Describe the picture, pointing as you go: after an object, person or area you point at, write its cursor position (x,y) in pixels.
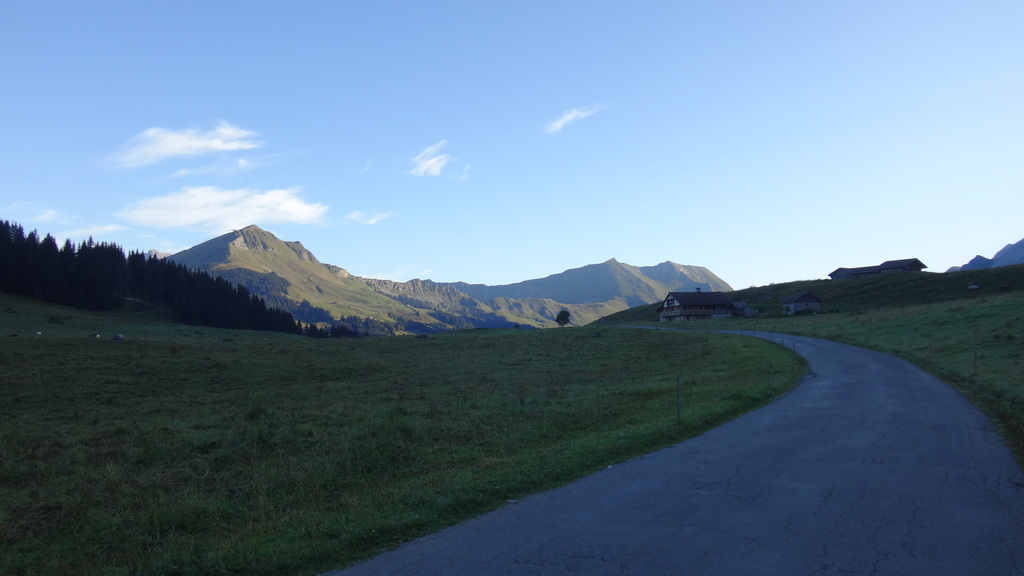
On the right (853,455) we can see path (972,544) and to the either side of the path (796,483) we can see grass (332,350) on the ground (197,394). In the background (796,298) we can see houses (704,310) on the right (690,302) and trees (62,295), mountains (335,280) and clouds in the sky (398,204).
